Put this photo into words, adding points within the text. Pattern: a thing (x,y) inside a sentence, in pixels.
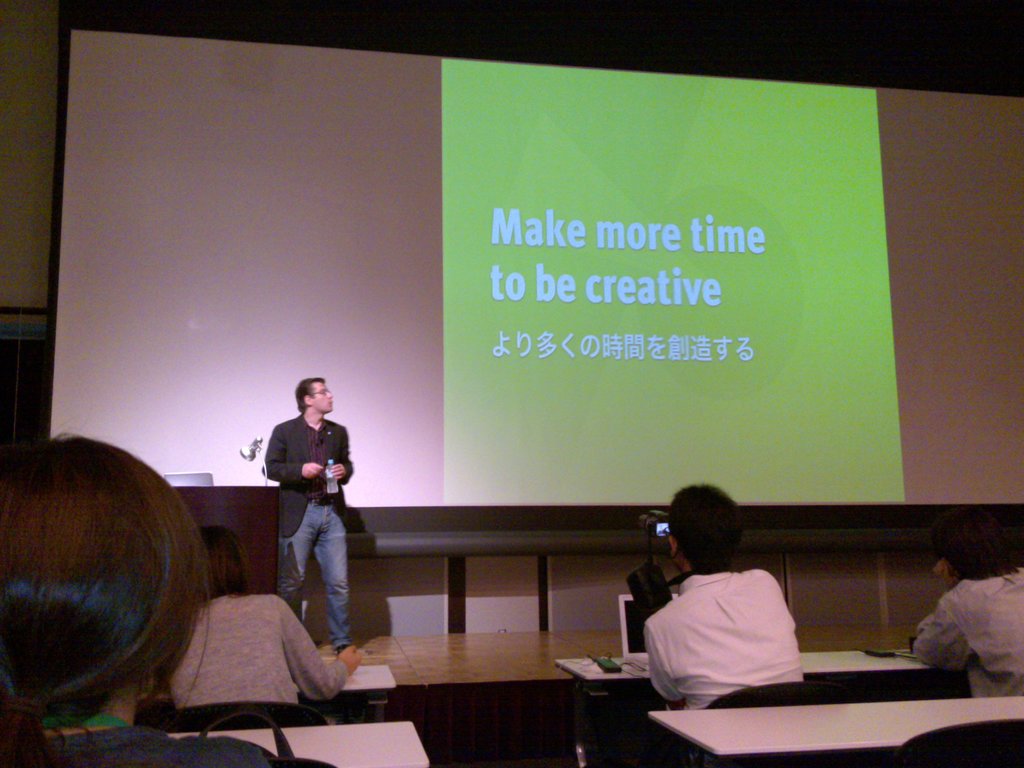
This picture is an inside view of a room (322,385). In this image we can see screen (349,354), a man (344,557) is standing and holding a bottle (329,492) in his hand (323,469), lamp (265,475) podium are there. At the bottom of the image (623,671) we can see the table (600,672), some persons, bag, laptop (630,635), mobile (614,662), books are there. In the background of the image (408,605) wall (1004,32) is there.
